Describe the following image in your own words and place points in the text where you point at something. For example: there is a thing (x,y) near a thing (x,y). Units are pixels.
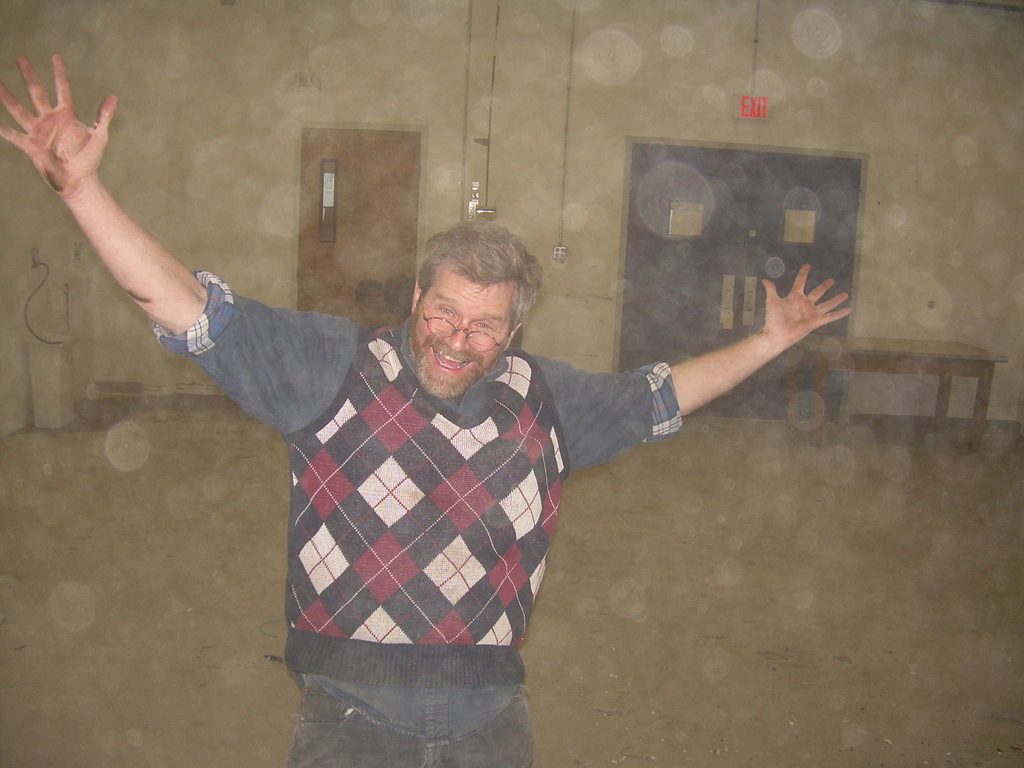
This is the picture taken in a room (655,586), the man (462,536) in sweater (389,516) was standing on floor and man (389,516) is having spectacle (458,330). Behind the man (394,598) there are wooden (385,265) and other black door (743,227) and wall (616,125) on the wall (621,119) there is exit sign board (750,106) and switch board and on the floor (799,545) there is a table (891,360) and some machine (43,395).
